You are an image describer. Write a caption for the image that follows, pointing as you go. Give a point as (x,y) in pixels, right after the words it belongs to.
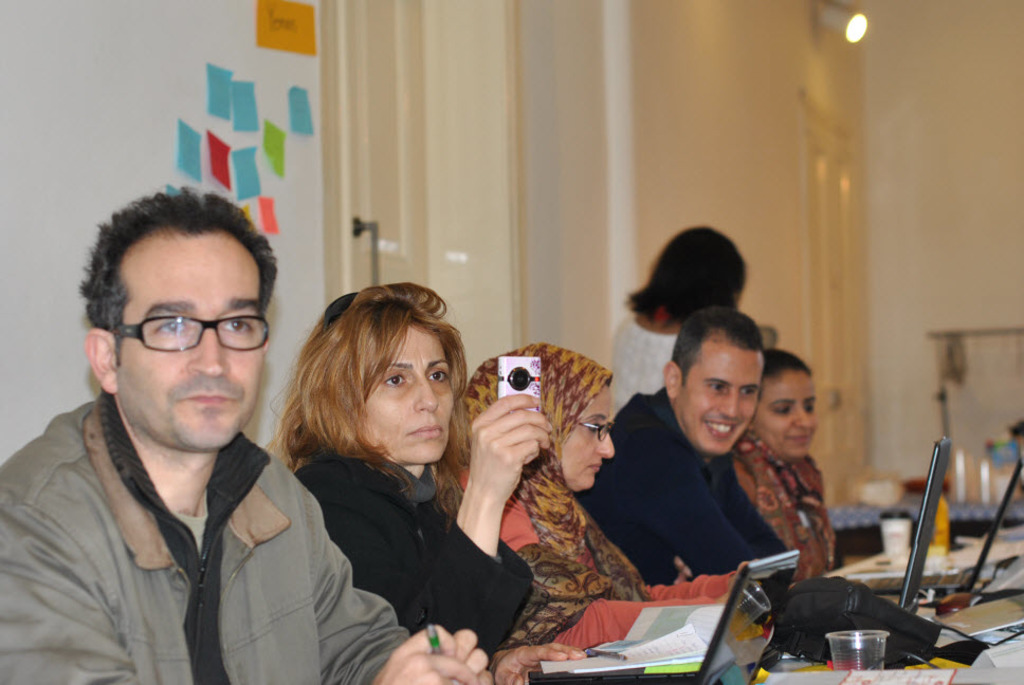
This is the picture of a room (39,388). In this image there are group of people (554,470) sitting. There are laptops (922,530), papers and there is a bottle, glass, bag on the table (679,656). At the back (696,280) there is a person (656,332) standing and there are objects (1002,443) on the table (1013,534) and there are doors (830,187) and there are papers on the wall (301,54). At the top (834,20) there is a light (864,25).
